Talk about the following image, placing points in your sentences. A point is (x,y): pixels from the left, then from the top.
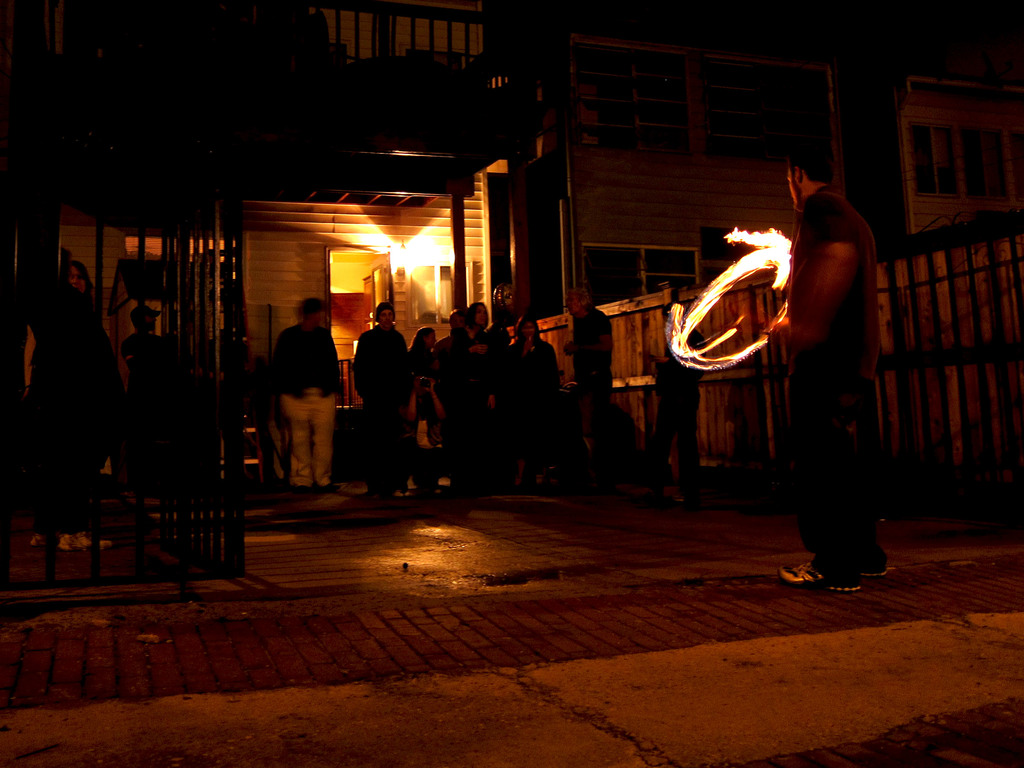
There is one person (814,376) standing and holding a fire ring (735,356) on the right side of this image (802,398), and there are some persons (409,377) standing in the middle of this image (364,368), and there is a building (409,241) in the background (283,243).
